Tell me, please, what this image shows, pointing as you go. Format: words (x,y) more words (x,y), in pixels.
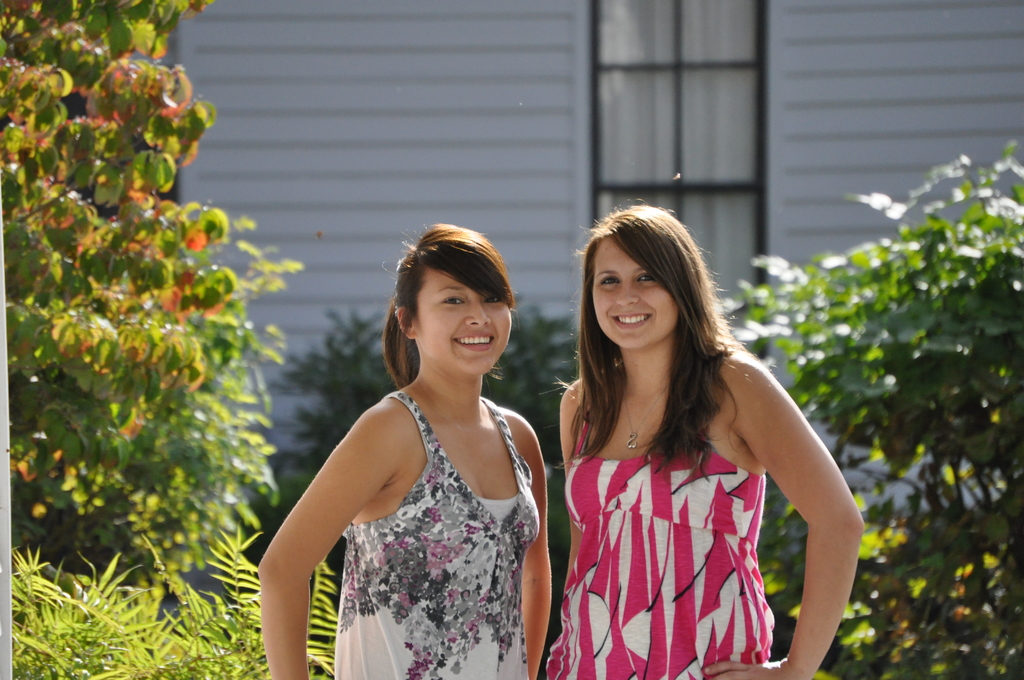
In this image, we can see two women (494,532) are standing and smiling. In the background (982,620), we can see plants (908,676), wall (304,128) and glass window (656,160). Through the glass (629,105) we can see the curtain (654,109).
